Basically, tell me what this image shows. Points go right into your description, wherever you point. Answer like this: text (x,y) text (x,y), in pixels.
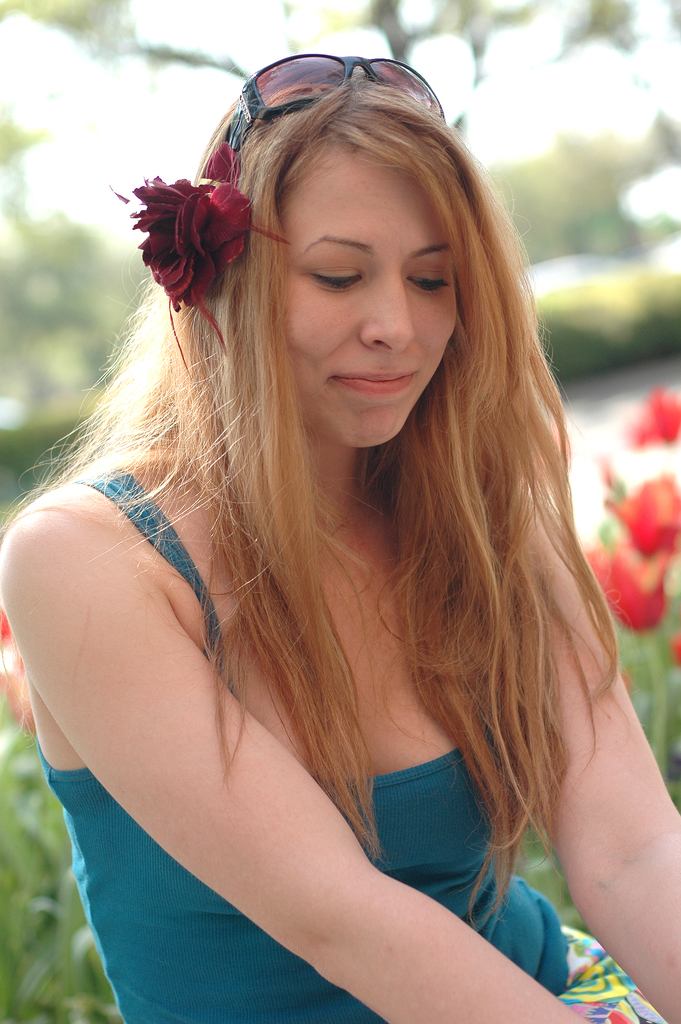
In this image we can see a woman (295,620), behind her we can see some plants (624,626) with flowers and the background (50,131) it is blurred.
